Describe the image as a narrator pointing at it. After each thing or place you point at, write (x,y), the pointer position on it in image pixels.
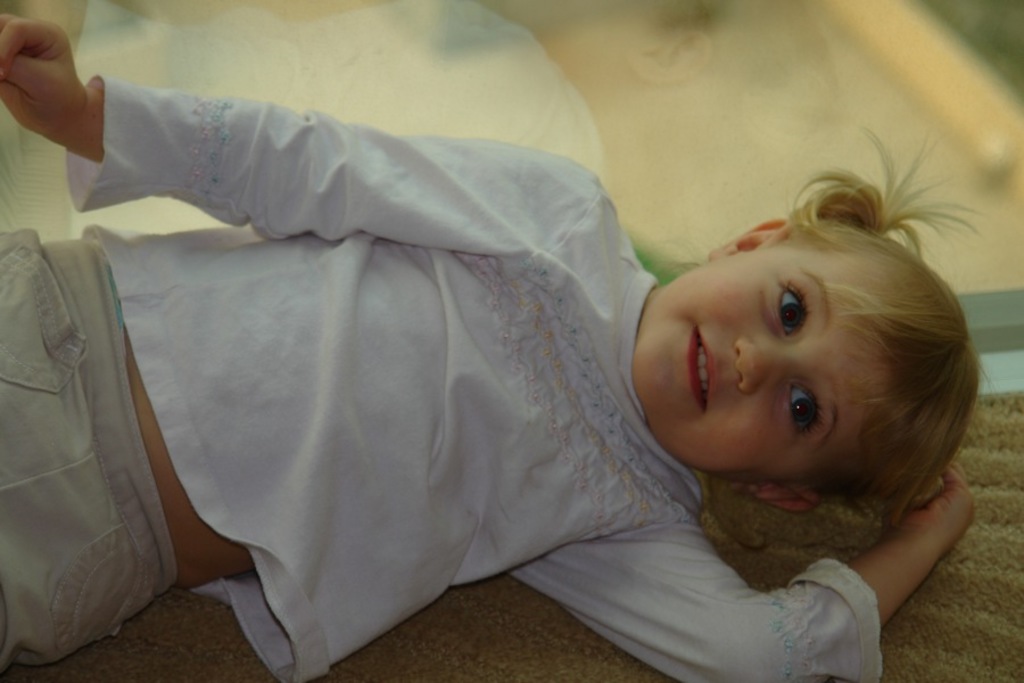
In this image in the center (618,374) there is one baby (475,381) who is lying and at the bottom (1007,516) there is a carpet (170,623), and in the background (314,62) there is blurred.
